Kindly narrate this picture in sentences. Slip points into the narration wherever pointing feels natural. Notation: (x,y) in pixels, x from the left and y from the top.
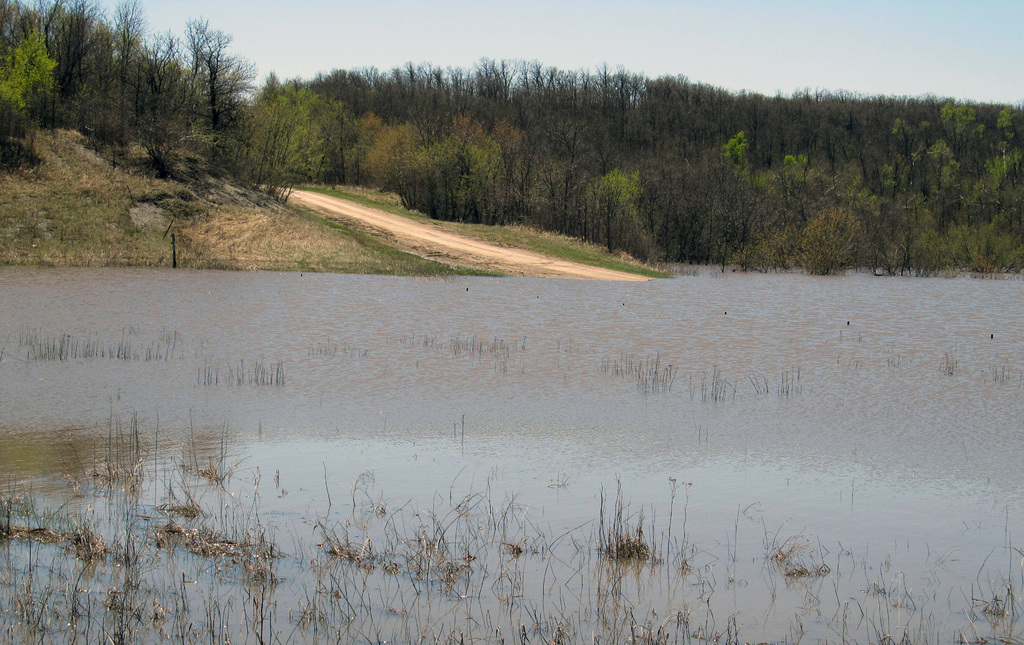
In this image I can see at the bottom (306,468) it looks like a pond (548,440). In the middle (622,223) there are trees (606,220), at the top (576,33) it is the sky (627,33).
